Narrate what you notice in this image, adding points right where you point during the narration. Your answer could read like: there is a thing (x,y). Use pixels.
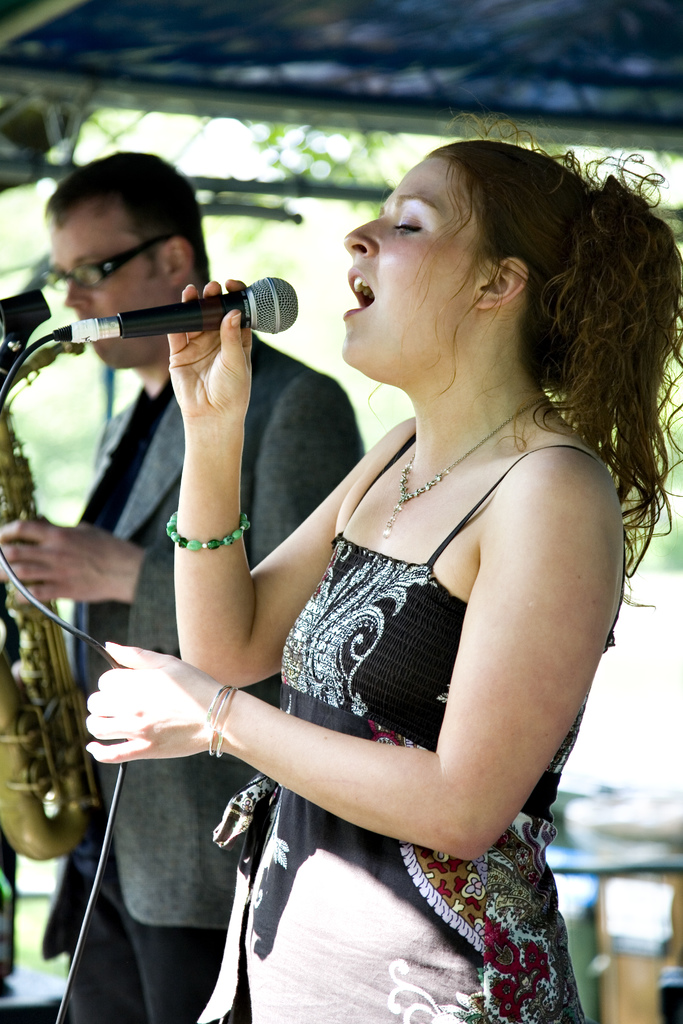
In this picture a lady (446,503) is singing a song with a mic (204,319) in her hands (232,379) and beside her a guy (142,343) is playing a saxophone (55,774).
